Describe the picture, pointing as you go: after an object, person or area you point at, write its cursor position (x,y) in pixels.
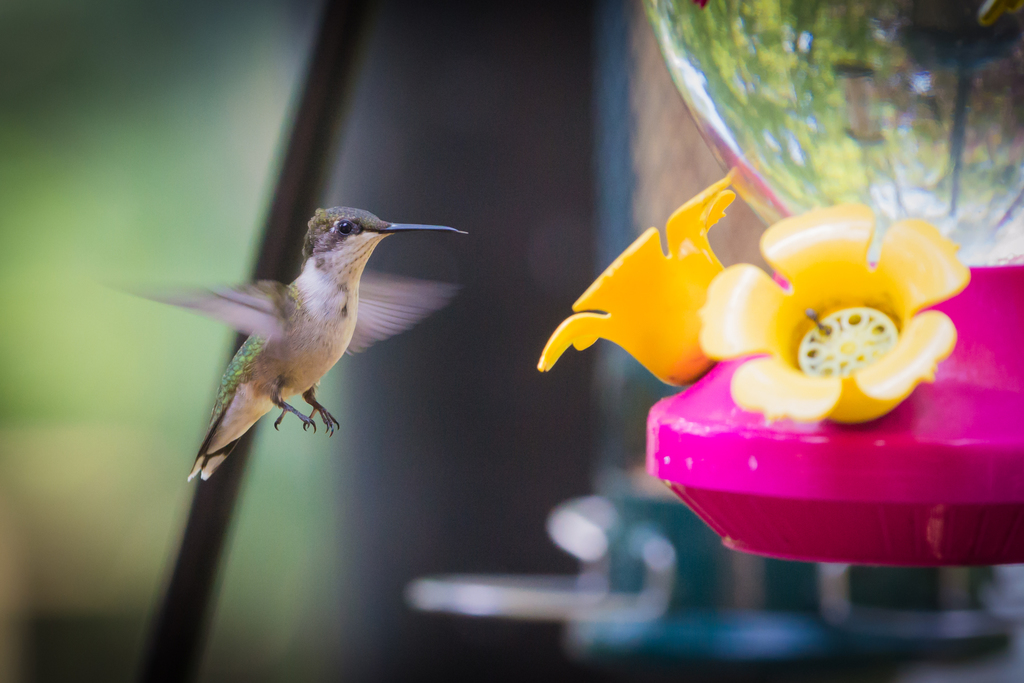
This image is taken outdoors. In the middle of the image (422,311) there is a hummingbird (271,367). In this image the background (496,656) is a little blurred. On the right side of the image (911,316) there is a pot (849,136) with an artificial flower (857,373) on it.
